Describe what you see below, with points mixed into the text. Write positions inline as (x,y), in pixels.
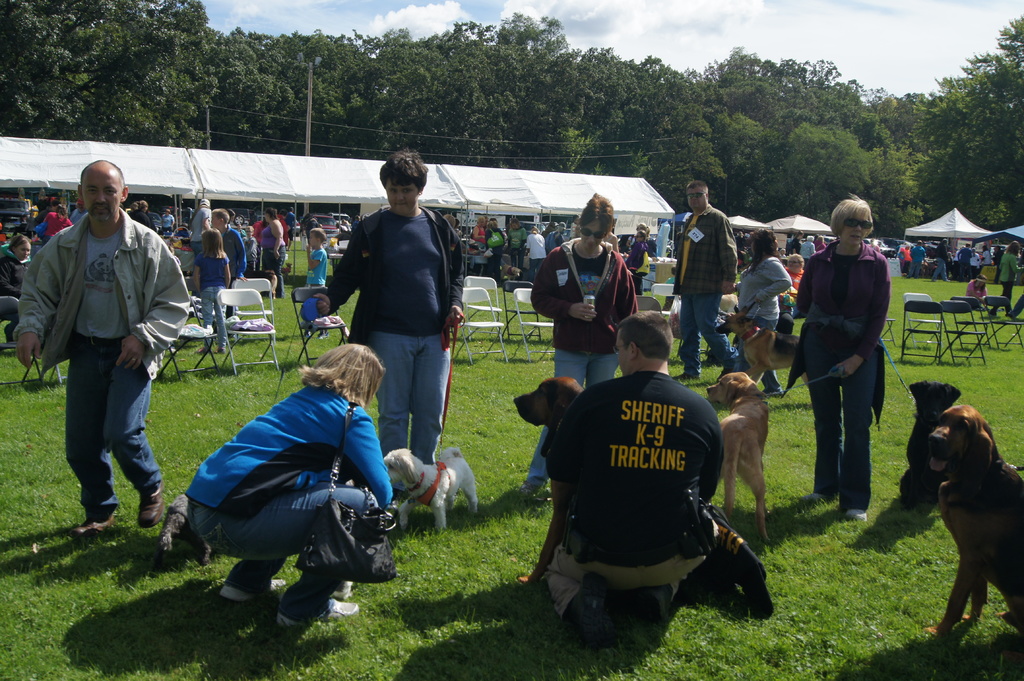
In this image I can see number of people (264,587) where few of them are standing with their dogs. I can also see few chairs (243,332), few tents (261,177) and number of trees (573,125).
